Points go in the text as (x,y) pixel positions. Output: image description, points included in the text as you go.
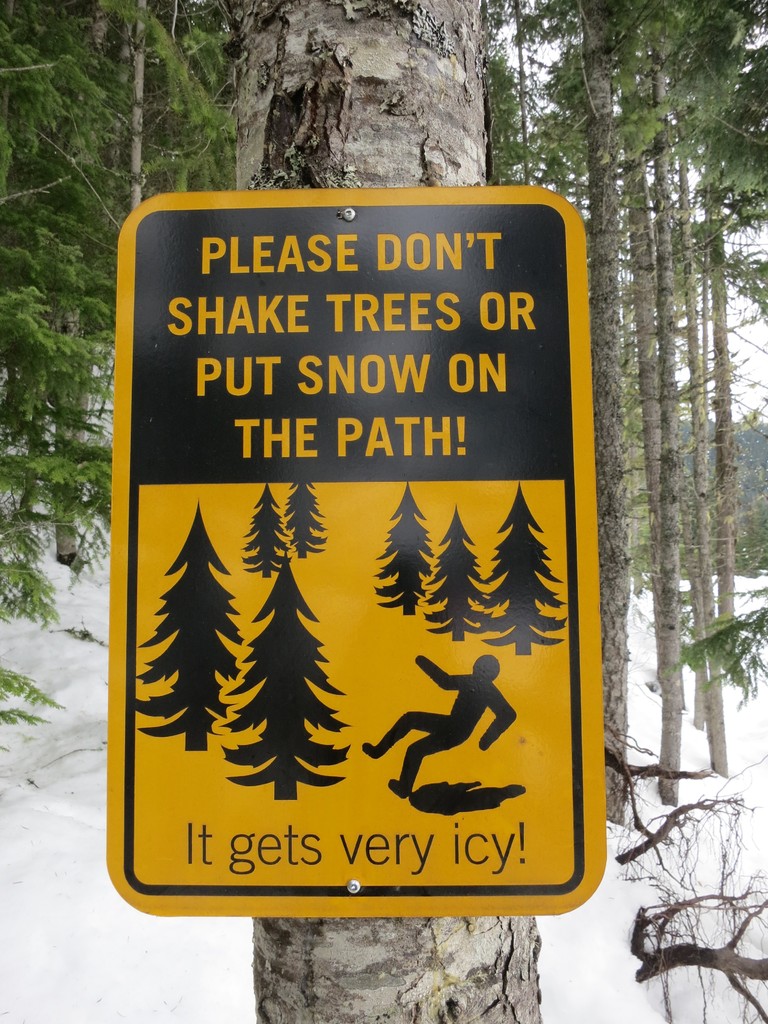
In this image we can see some informational board (385,535) attached to the bark (422,982) of a tree (408,88). In the background (201,80) we can see many trees (637,177). We can also see the snow (177,938).
